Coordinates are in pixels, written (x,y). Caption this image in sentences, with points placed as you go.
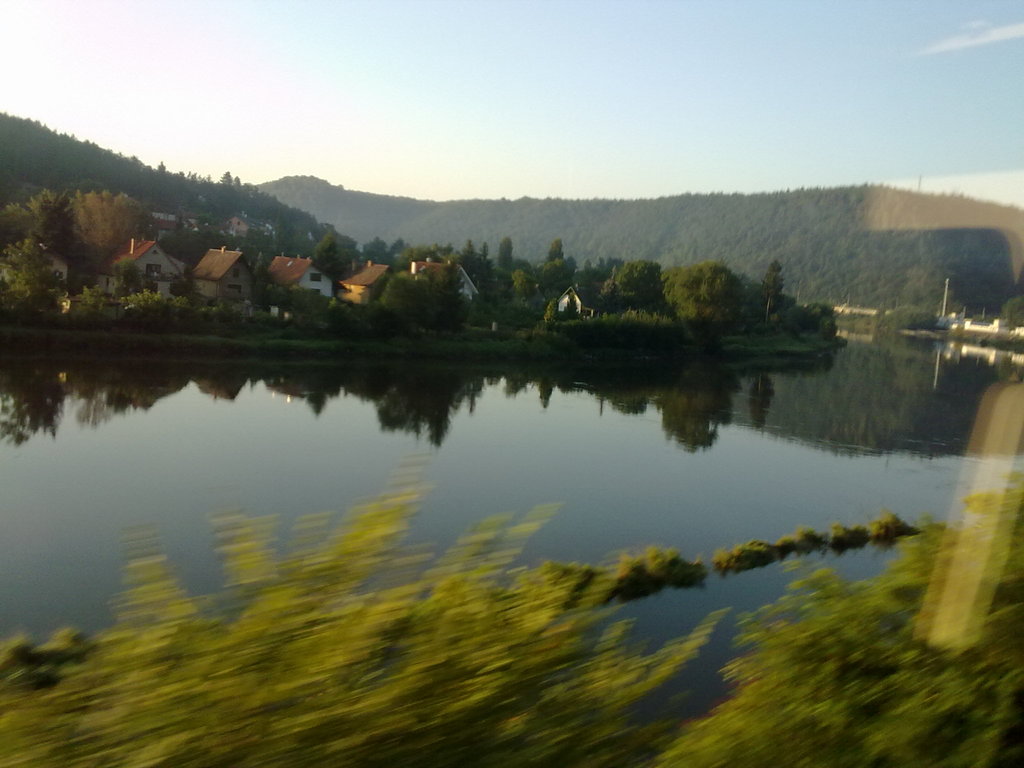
In the picture we can see water (3,572) near to it we can see some plants (365,644) and far from it we can see trees (614,237), houses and sky (894,161).
